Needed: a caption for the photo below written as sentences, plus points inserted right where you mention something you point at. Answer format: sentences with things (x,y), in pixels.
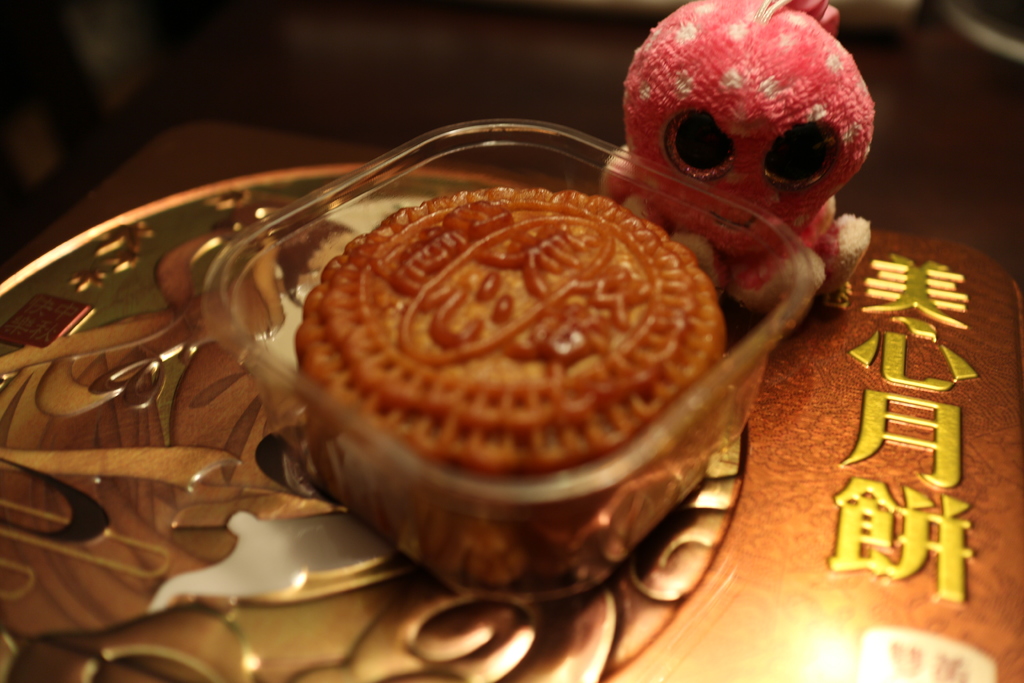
In this image, there is a bowl (747,306) on the table (361,113) contains some food (646,309). There is a toy (718,237) in the top right of the image (739,113).
